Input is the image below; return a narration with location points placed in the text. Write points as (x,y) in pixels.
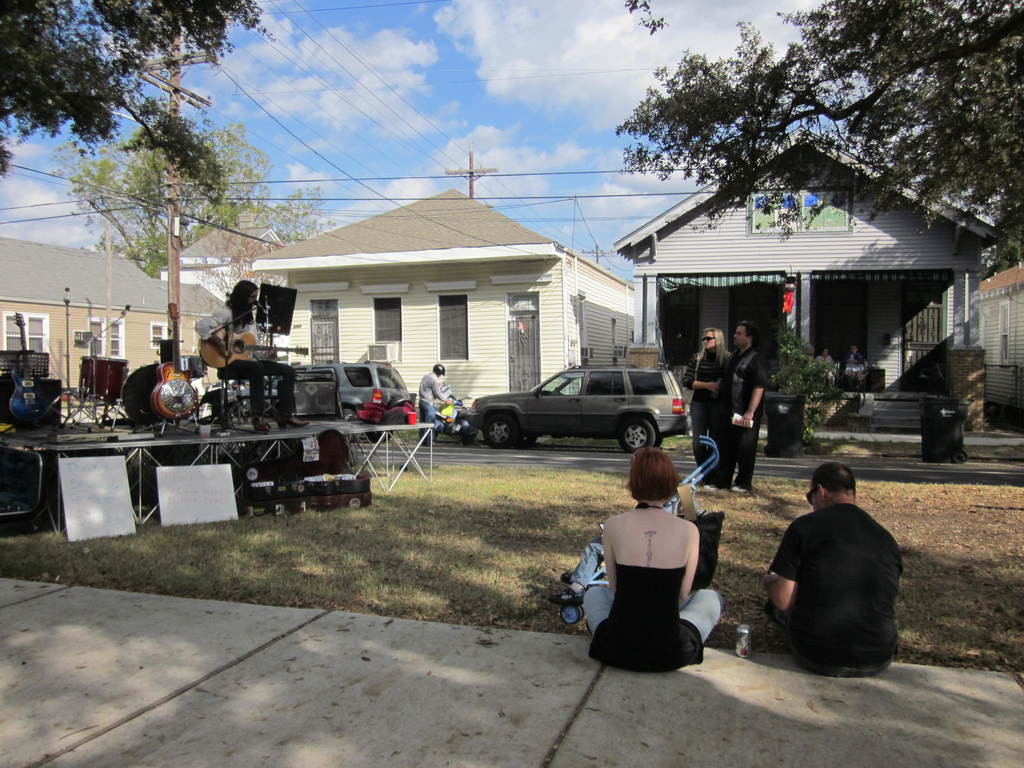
This picture is clicked outside. In the foreground (658,588) we can see the two people (811,552) sitting on the ground (658,683) and the group of people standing on the ground (551,477). On the left (238,307) there is a person (222,322) sitting and playing a musical instrument (230,359) and we can see the microphones (257,311) and the musical instruments (171,389). In the center (620,394) we can see the vehicles (455,412) parked on the ground (664,445) and we can see the houses (824,330) and some other items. In the background (585,187) we can see the sky (428,148), cables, trees (1018,182) and the two people (822,364) seems to be sitting, and we can see some other items (406,463) in the foreground (65,528).
